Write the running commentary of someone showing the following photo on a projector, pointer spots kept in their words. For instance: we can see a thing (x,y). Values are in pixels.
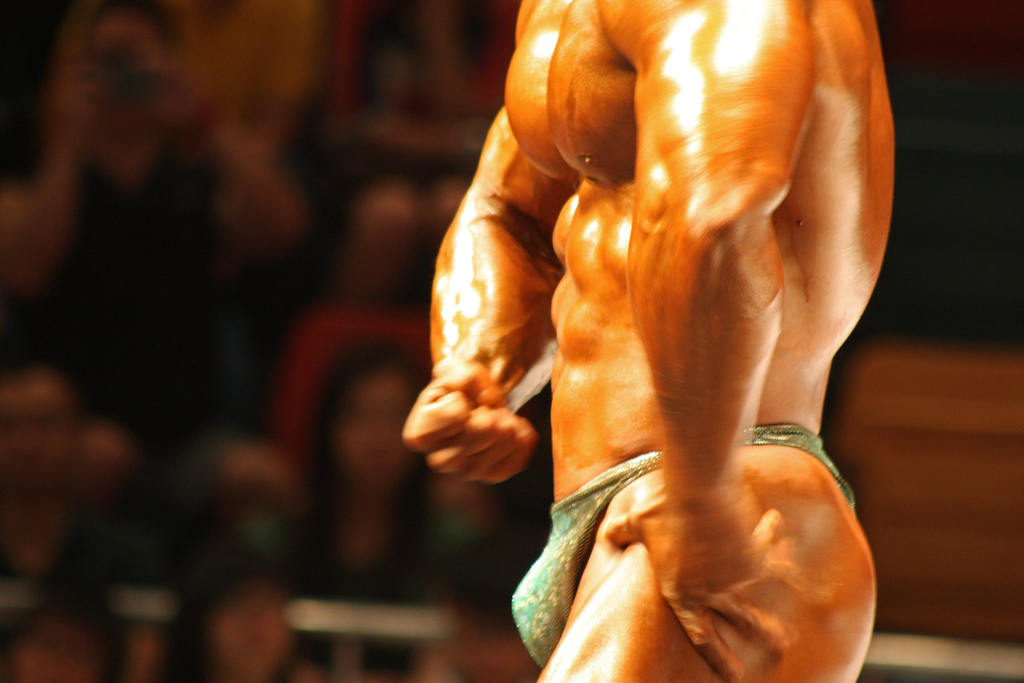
In this image I can see there is a bodybuilder (537,11) in the foreground (851,48) and background (229,262) is blurry.
